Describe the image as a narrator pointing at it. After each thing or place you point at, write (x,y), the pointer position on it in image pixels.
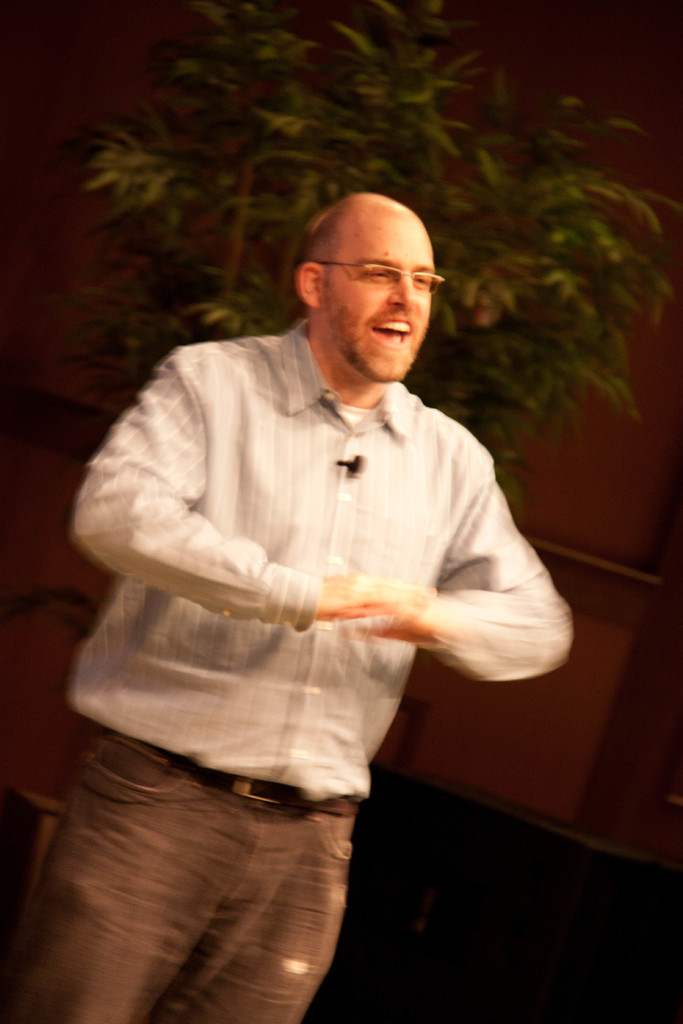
In this picture we can see a man (142,666) is explaining something. Behind the man (221,621) there is a house plant (281,202) and a wall (572,509).
